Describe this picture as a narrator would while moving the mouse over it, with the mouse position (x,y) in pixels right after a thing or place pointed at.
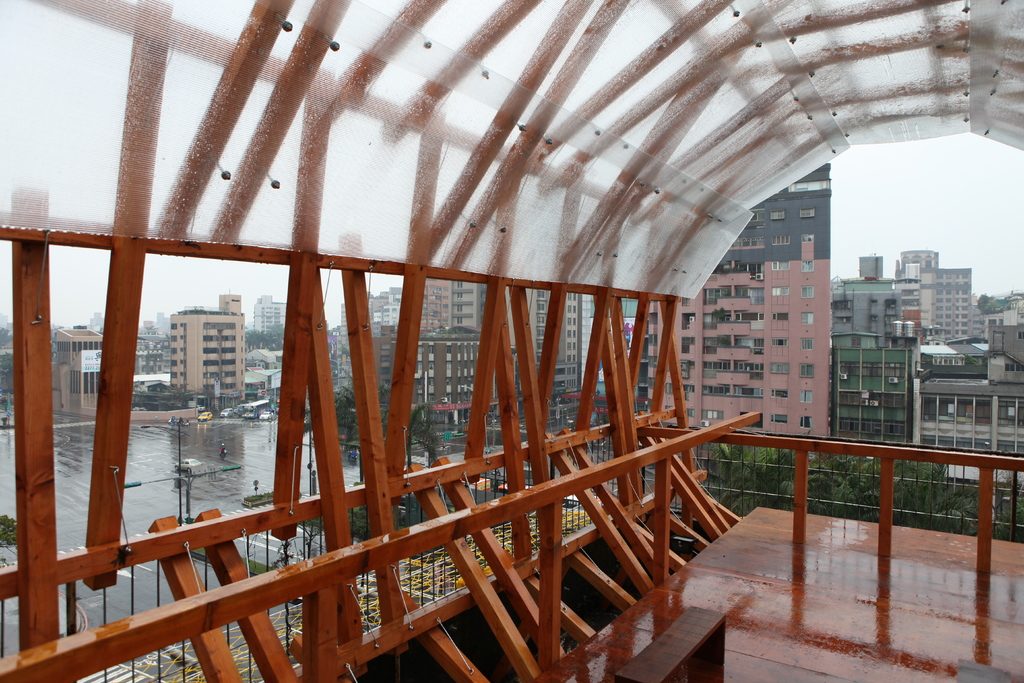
In the image we can see the bridge (630,553), buildings (763,358) and windows (759,346). We can even see light poles (187,472), trees (788,468) and the sky (920,188). It looks like it is raining.
